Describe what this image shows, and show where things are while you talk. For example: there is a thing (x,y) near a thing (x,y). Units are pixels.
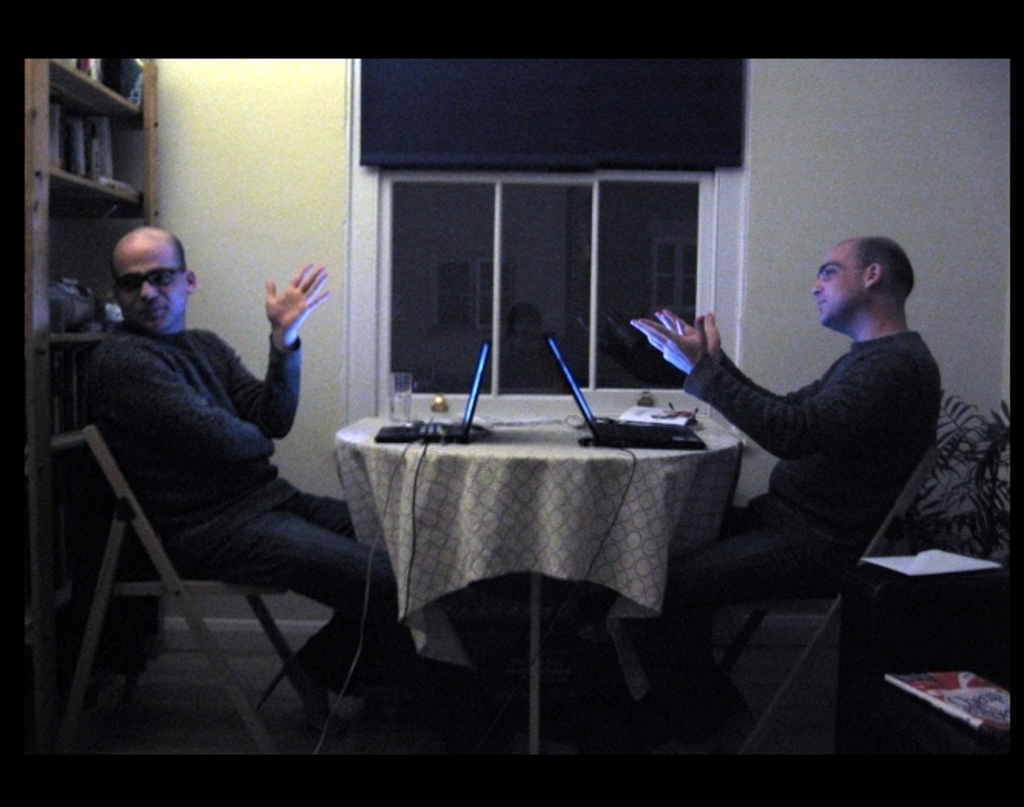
On the background (301,190) we can see wall (311,204), window (522,274), curtain (641,157). We can see two men (221,350) sitting on chair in front a table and on the table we can see a glass of water (408,401), laptop (470,426). This is a floor (807,736). Here we can see a book (954,695), houseplant (983,480). We can see books (82,141) arranged in a sequence manner at the left side of the picture (74,119).
